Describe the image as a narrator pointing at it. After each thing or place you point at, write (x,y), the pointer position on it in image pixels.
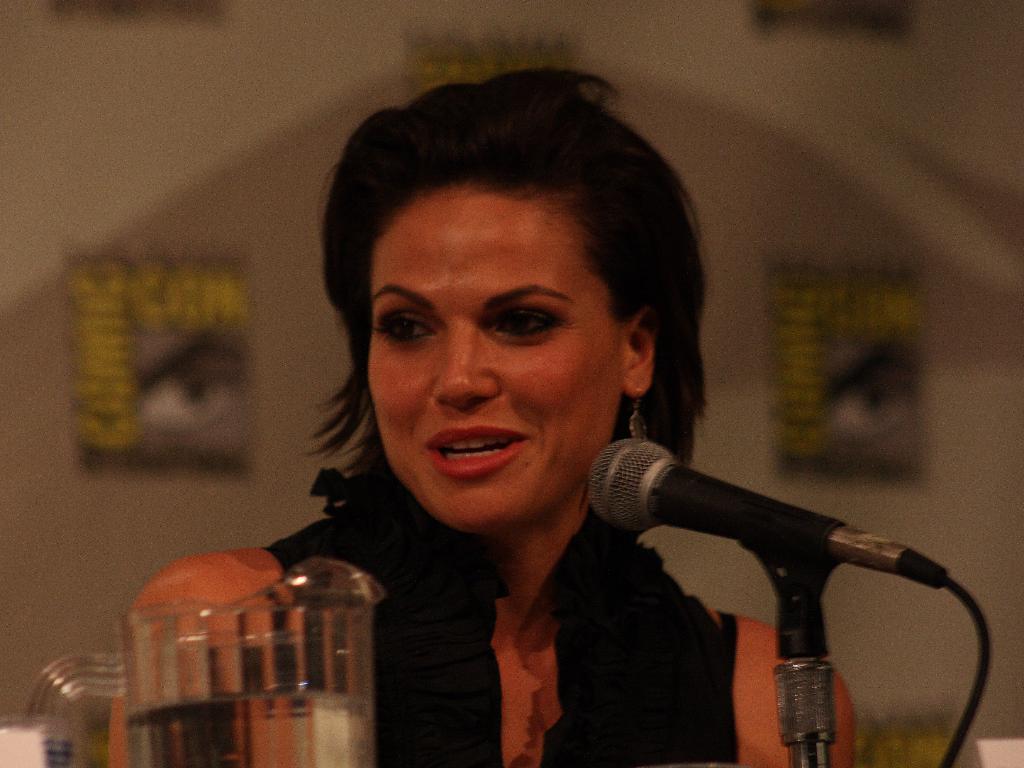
In this image in the front (304,686) there is a jar (230,710) and there is a mic (771,544). In the center (455,506) there is a woman (453,564) speaking on the mic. In the background (199,274) there are posters (218,295) on the wall (96,533) with some text (165,317) written on it.
